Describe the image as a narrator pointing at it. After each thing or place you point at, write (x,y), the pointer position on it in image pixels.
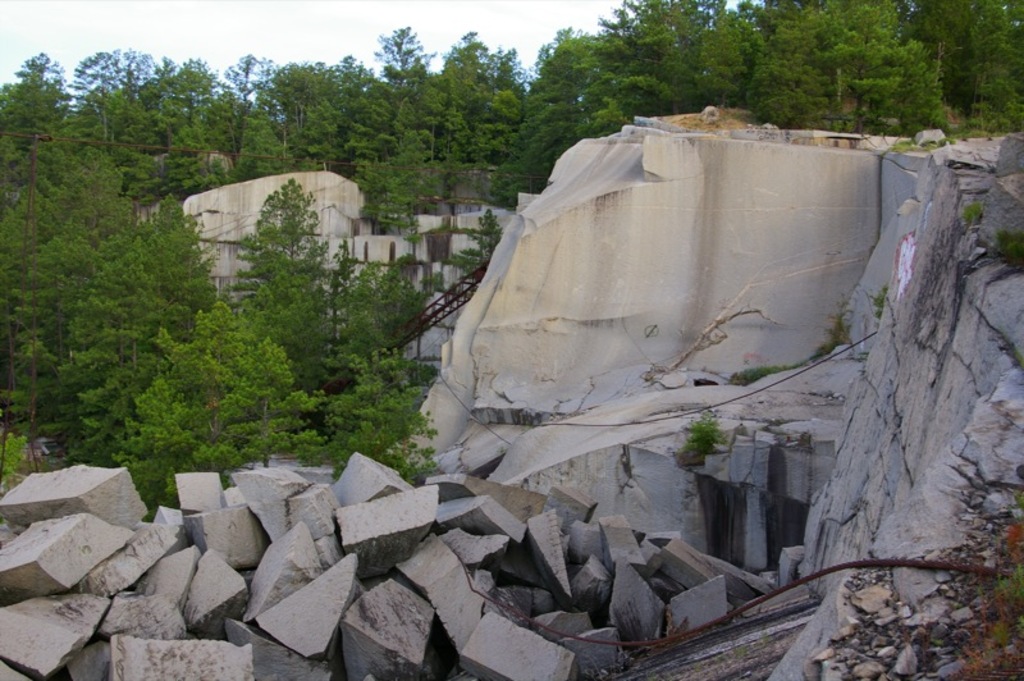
In this image I can see few rocks (297,562) which are white in color, few trees (214,340), a metal tower (480,271) which is brown in color and a huge rock (578,292) which is white in color. In the background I can see few trees (407,146) and the sky (501,16).
